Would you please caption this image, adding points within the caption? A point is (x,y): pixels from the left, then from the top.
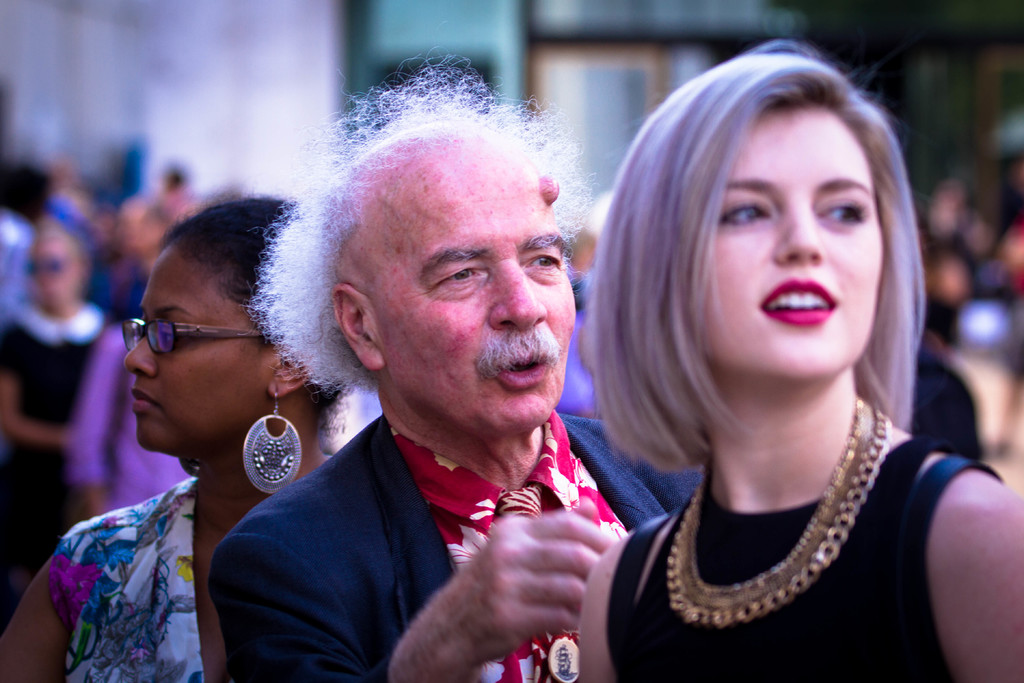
In this image I can see few people (492,437) are wearing different color dresses (899,561). Background (360,22) is blurred.
